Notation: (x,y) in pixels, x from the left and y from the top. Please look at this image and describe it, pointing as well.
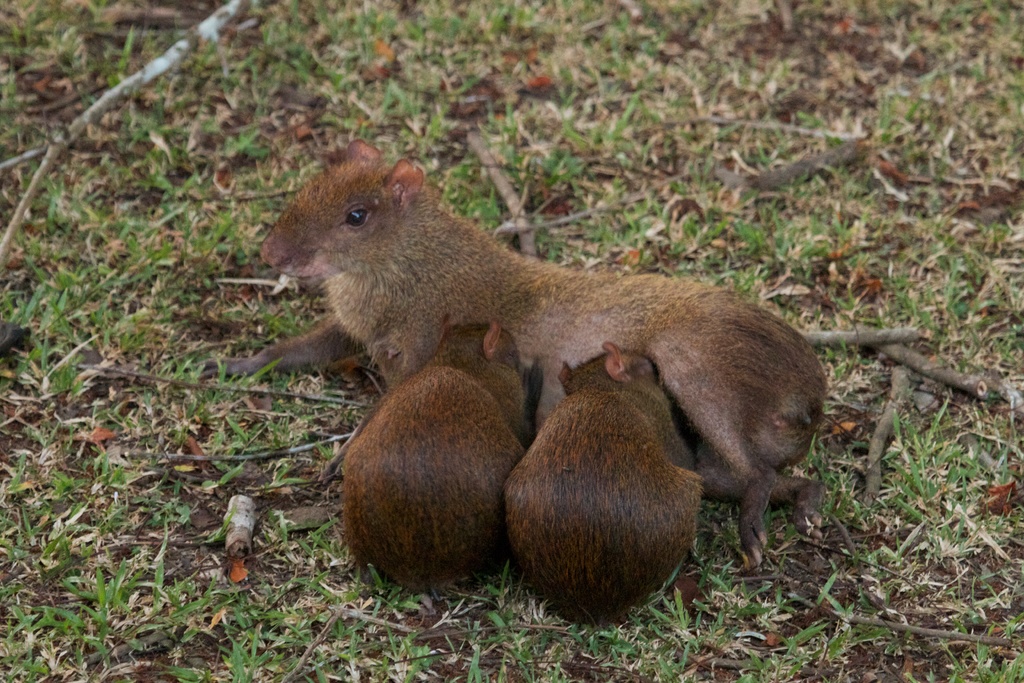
In this image there are three agoutis (460,460) on the surface (334,556) of the grass (239,226).
